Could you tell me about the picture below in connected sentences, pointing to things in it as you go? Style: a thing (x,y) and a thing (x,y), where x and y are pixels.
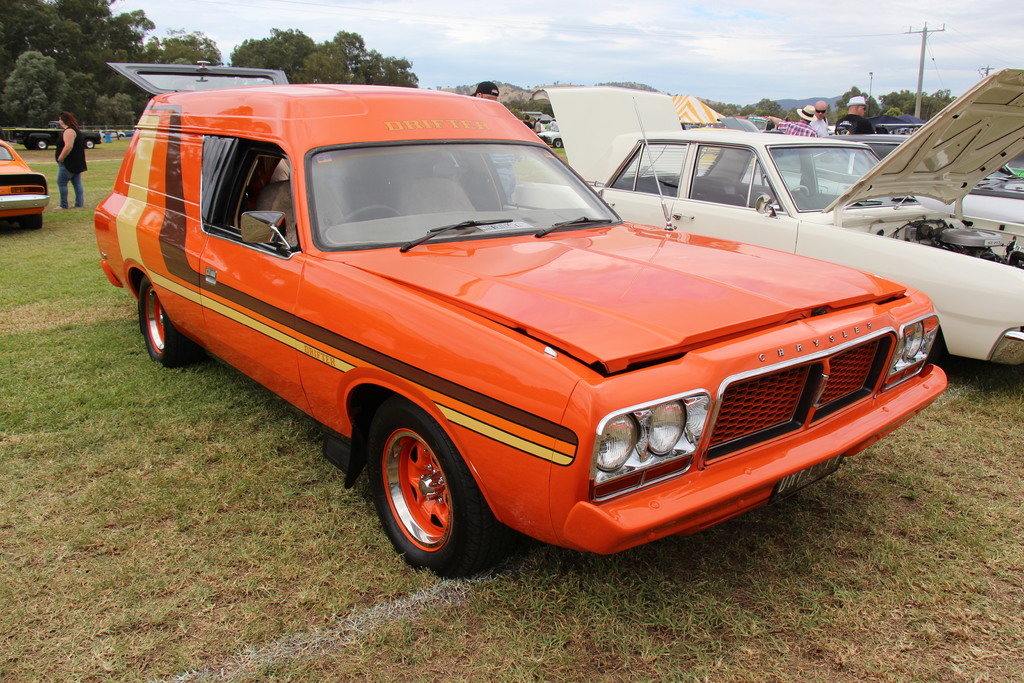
In this picture we can see cars (25,191) and some people (73,171) standing on the ground (599,580), pole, trees (930,103), mountains (532,90) and in the background (736,37) we can see the sky (736,37) with clouds (630,58).
